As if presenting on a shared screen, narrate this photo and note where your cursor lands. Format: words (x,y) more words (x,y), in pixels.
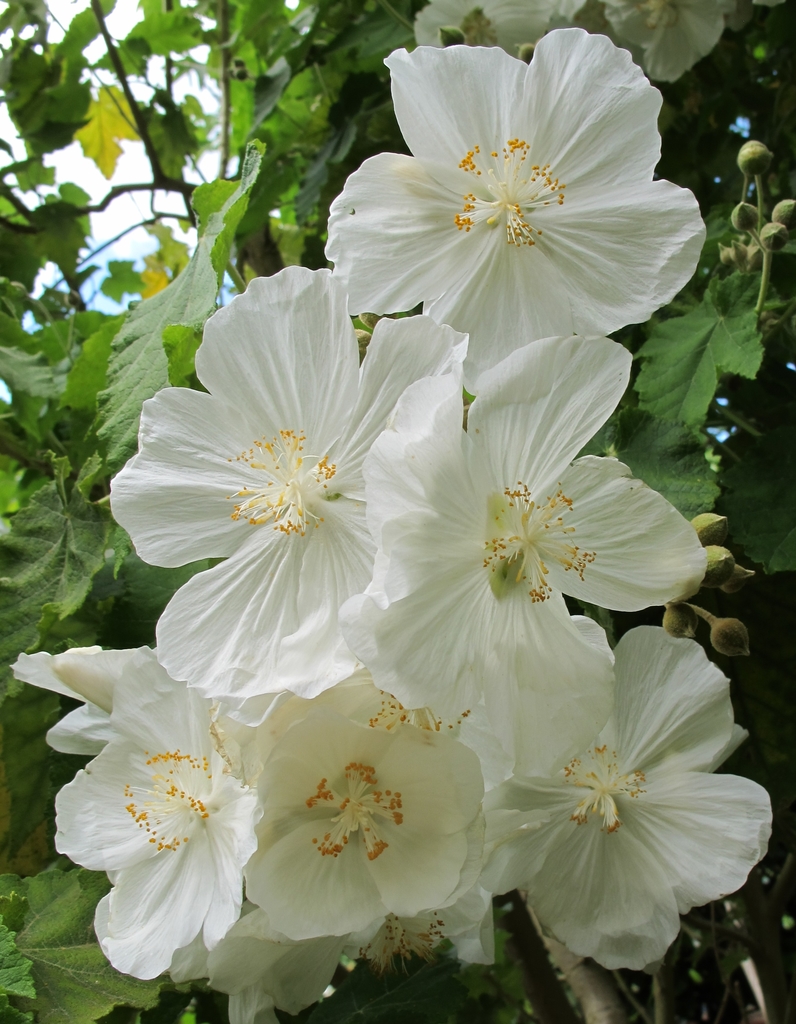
In this image there is a plant (325,100) with buds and white color flowers (508,225), and in the background (131,160) there is sky (101,184).
